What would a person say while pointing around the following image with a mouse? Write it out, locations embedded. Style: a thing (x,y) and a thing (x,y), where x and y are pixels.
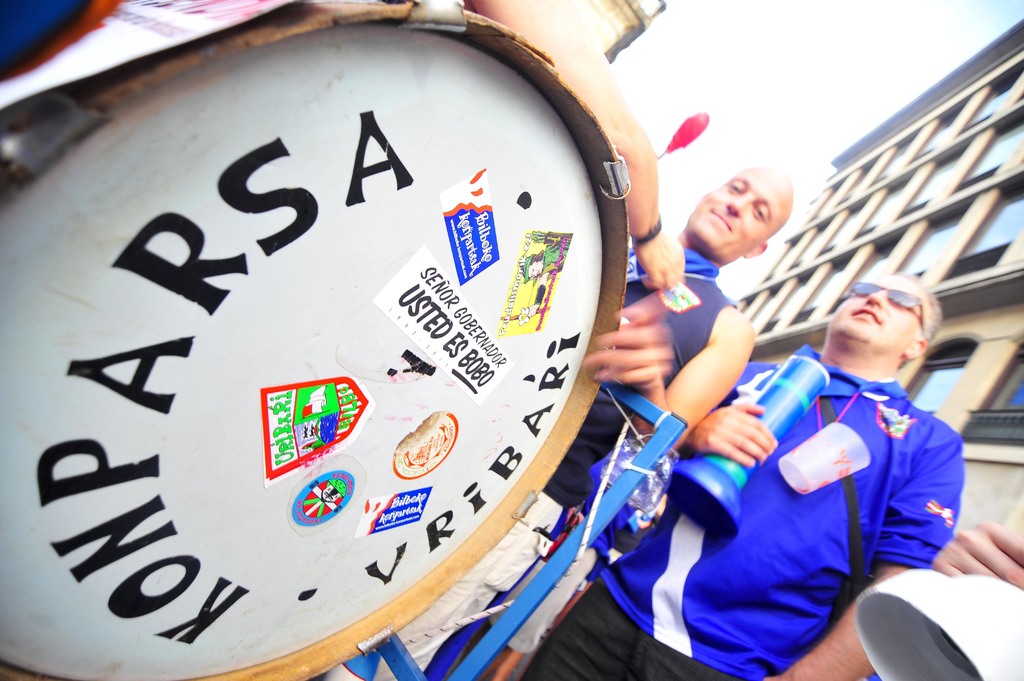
In this picture we can see two people (591,661) and a band (440,357).
